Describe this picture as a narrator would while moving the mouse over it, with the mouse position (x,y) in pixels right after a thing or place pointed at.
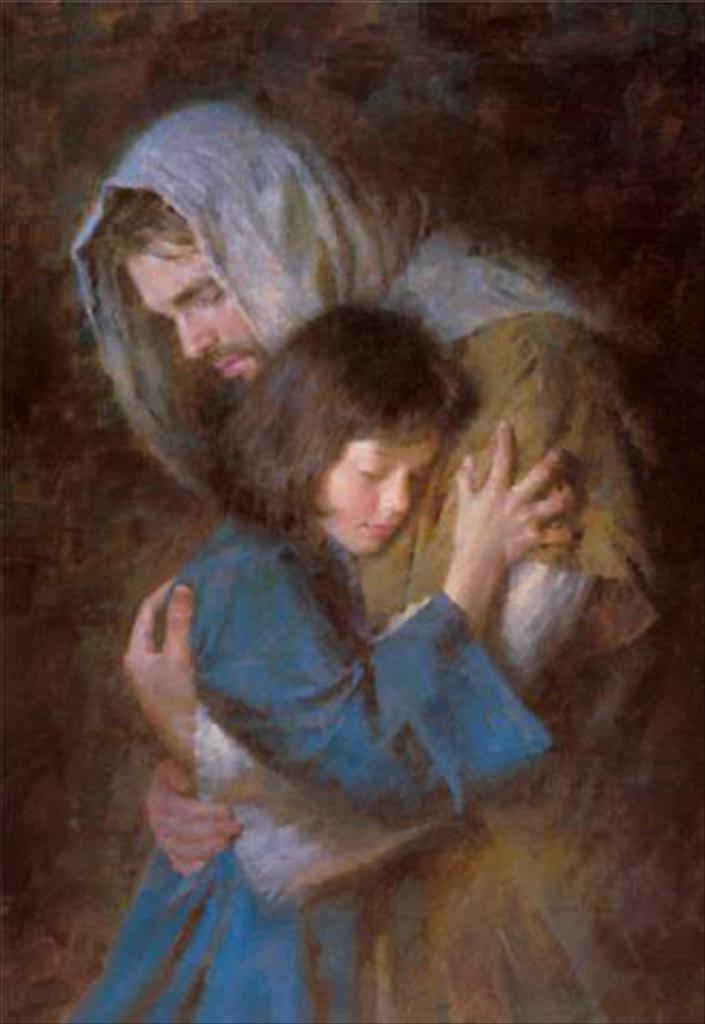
In this image there is a painting (539,140) of a man (454,322) and a girl (258,639) hugging each other.
